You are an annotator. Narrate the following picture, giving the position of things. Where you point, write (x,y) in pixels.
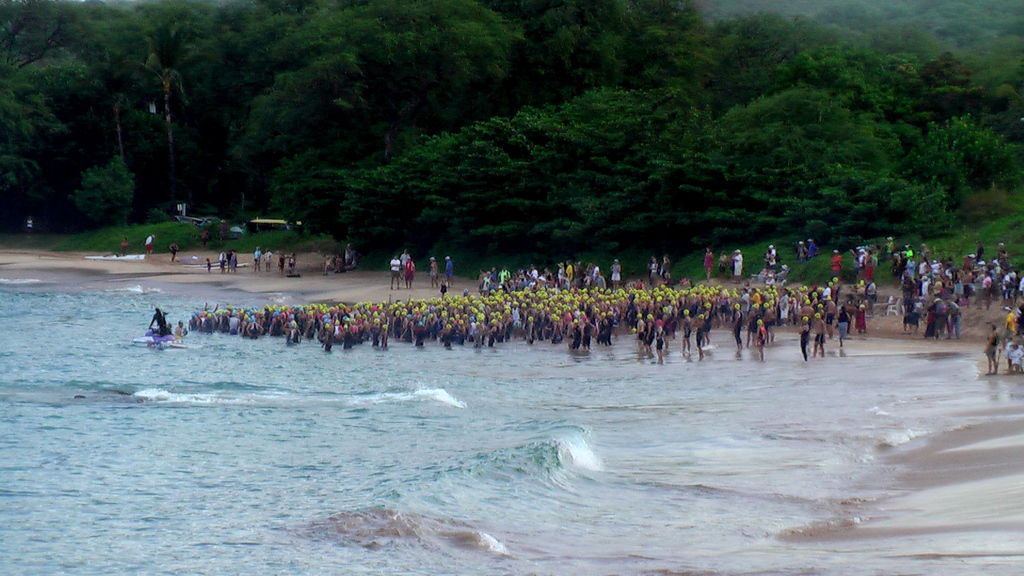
In the center of the image (595,336) we can see a group of people (662,309) wearing caps (686,311) are standing in water (366,342). To the right side of the image (927,250) we can see some people (946,318) standing on the ground (968,342). On the left side of the image (176,330) we can see a person (163,329) on boat (159,335) placed in the water (252,386). In the background (783,234), we can see a group of trees (457,129).
